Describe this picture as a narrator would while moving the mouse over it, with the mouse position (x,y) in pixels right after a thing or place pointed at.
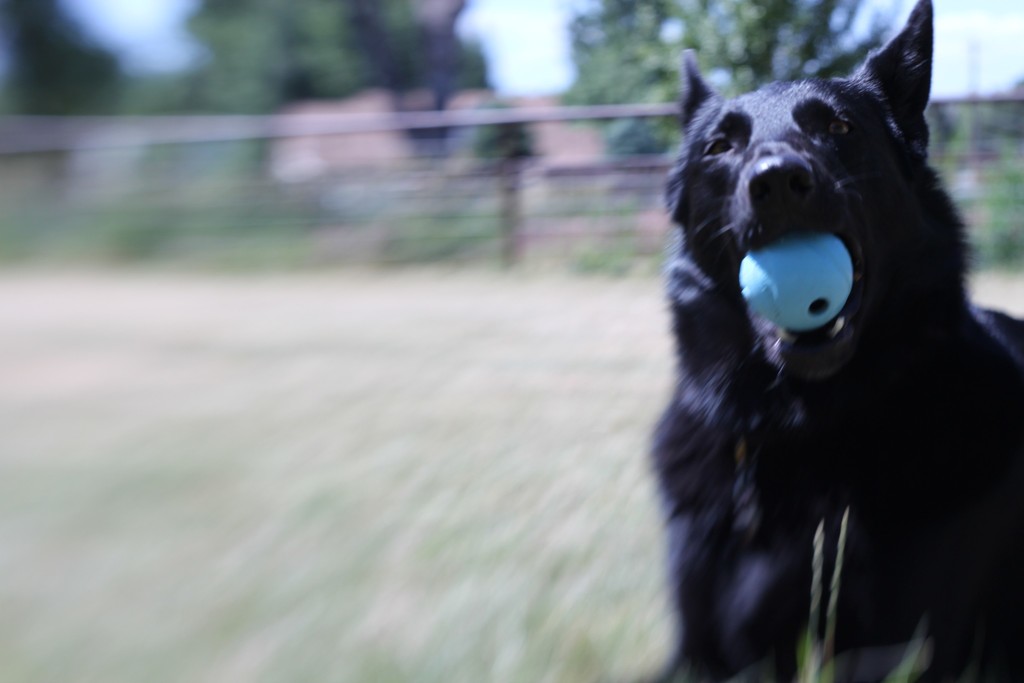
In this image there is a dog (787,355) holding a ball (798,279) in its mouth (799,235), behind the dog (720,254) there is a metal mesh fence (377,191), behind the fence (337,171) there are trees (448,97) and houses (304,156).
